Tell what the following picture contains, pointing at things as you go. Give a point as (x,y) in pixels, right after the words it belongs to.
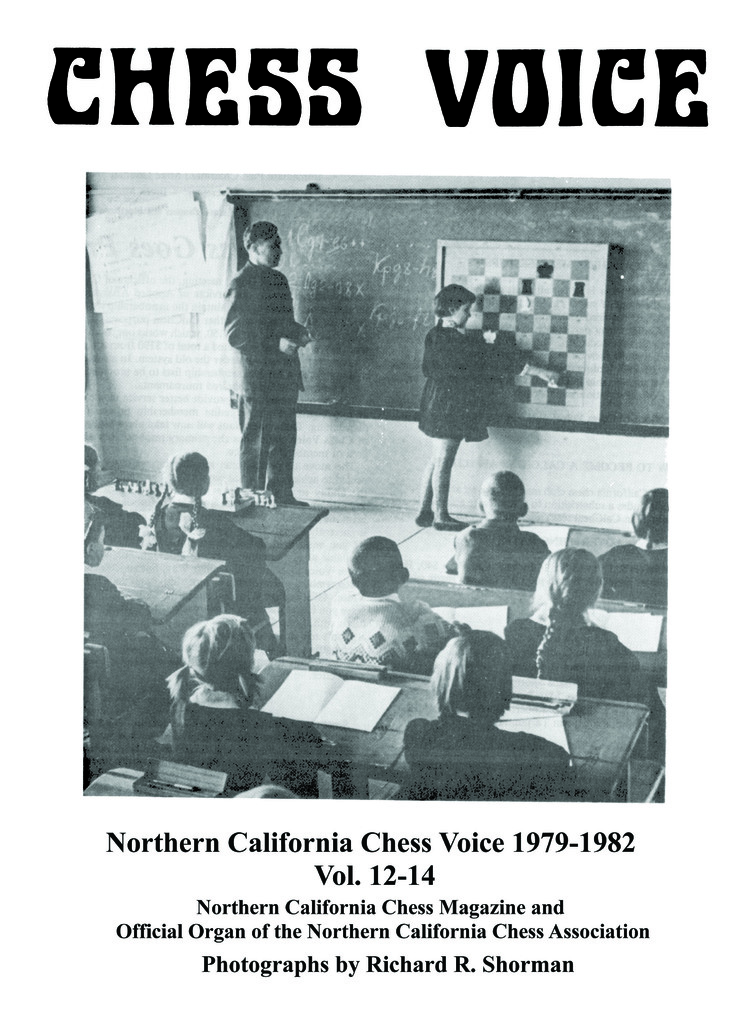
The image is looking like a poster. At the bottom (325,929) there is text (155,845). In the center of the picture (295,402) it is looking like that picture is clicked inside a classroom (368,532). In the image there are kids (187,547) sitting on benches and at the top (273,314) we can see a person (252,332) and a kid (443,365) at the board (397,392). At the top (704,124) there is text (61,64).
